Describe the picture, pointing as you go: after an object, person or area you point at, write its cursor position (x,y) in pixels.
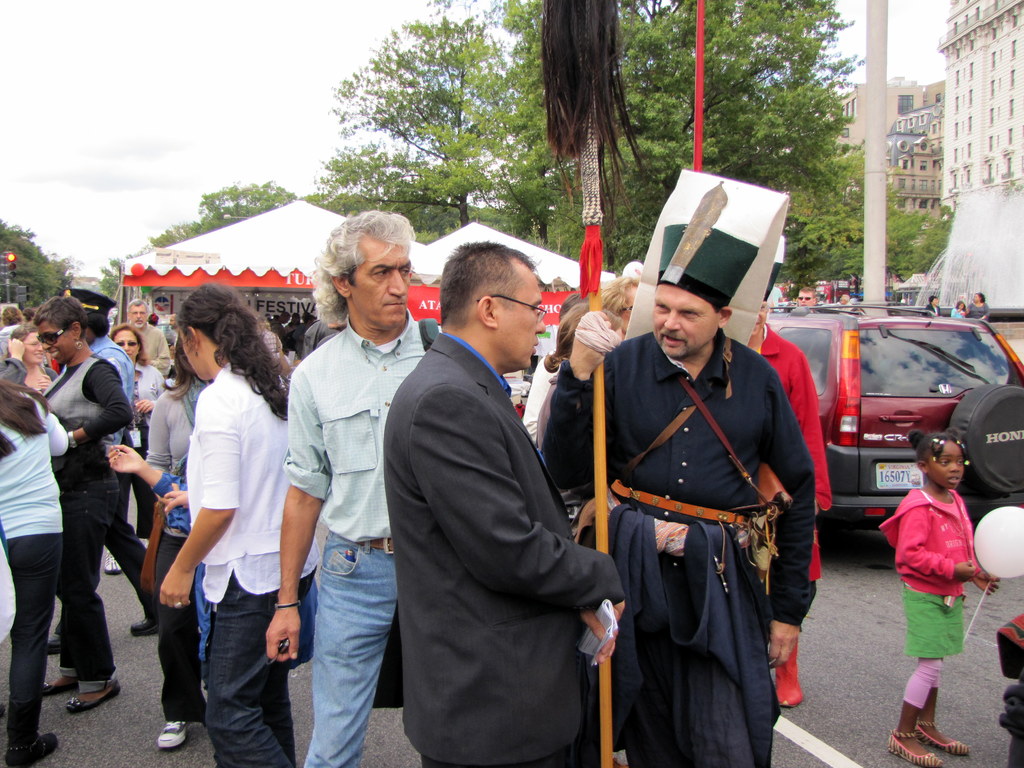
In this image we can see people (655,418) and there is a car (855,507) on the road (824,547). On the left (12,250) there is a traffic light (12,268). On the right (993,302) we can see a fountain (1014,283). In the background (27,270) there are trees (566,248), buildings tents (308,205) and sky (276,68).
